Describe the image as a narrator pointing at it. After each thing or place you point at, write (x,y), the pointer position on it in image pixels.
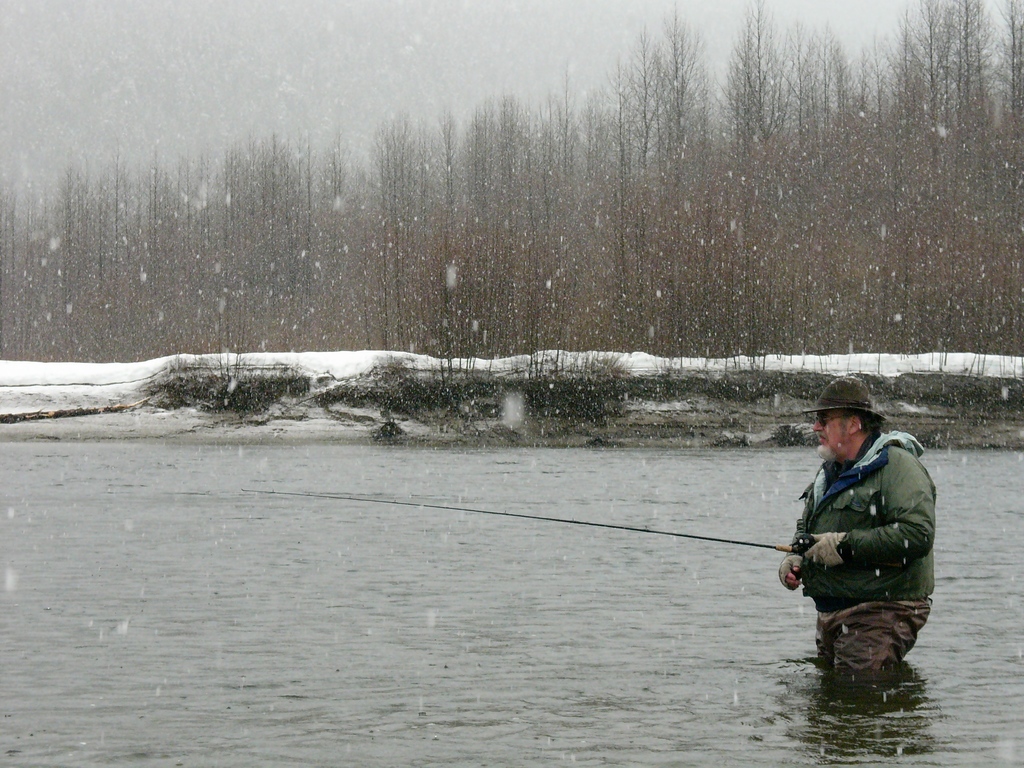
In this image we can see one man (843,612) standing in a river (544,515) fishing with a fishing rod (407,504), some snow (991,357) on the ground (324,395), some trees (31,330), some bushes (525,408) on the ground (516,434), at the top (405,45) there is the cloudy sky (314,39) and it's snowing.
